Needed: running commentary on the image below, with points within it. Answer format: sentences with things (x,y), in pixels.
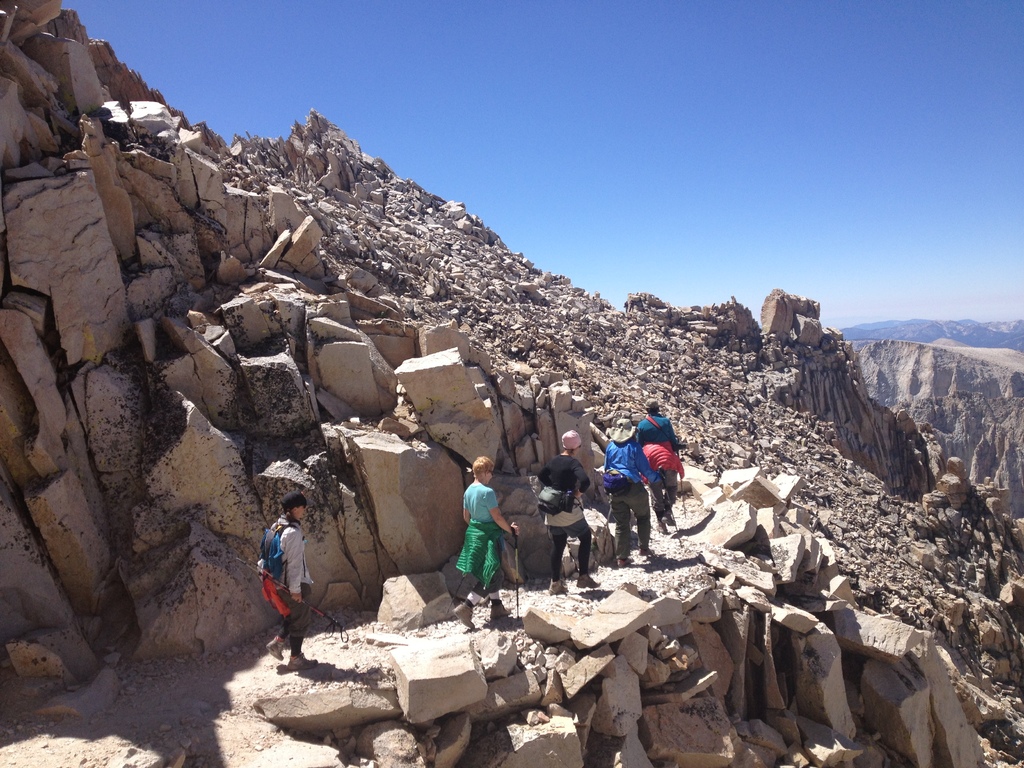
A picture of a mountains (352,660). These persons (476,541) are walking, as there is a leg (671,493) movement. Sky (614,124) is in blue color. These are stones (628,660).
